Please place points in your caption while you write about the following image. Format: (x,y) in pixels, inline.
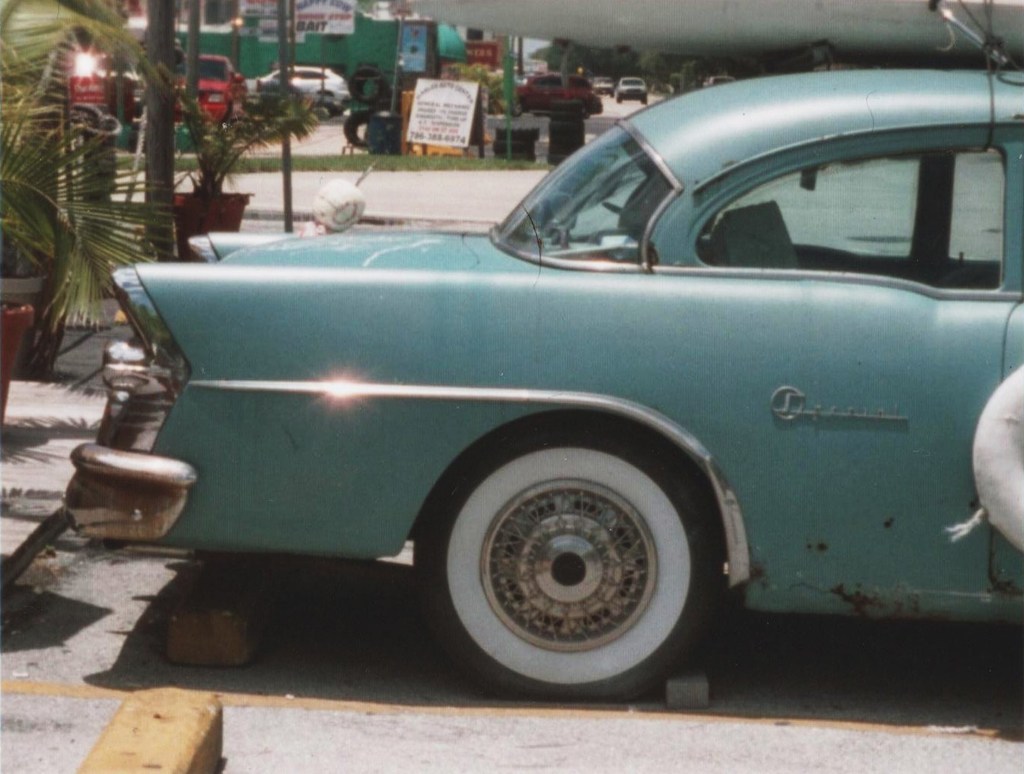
In the center of the image (482,409) there is a car (600,400) on the road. On the left side of the image (160,734) we can see bricks (160,690), plants (45,266), trees (108,213), pole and cars (213,78). In the background (593,61) there are trees (571,62), cars (576,83) and sky (538,51).
